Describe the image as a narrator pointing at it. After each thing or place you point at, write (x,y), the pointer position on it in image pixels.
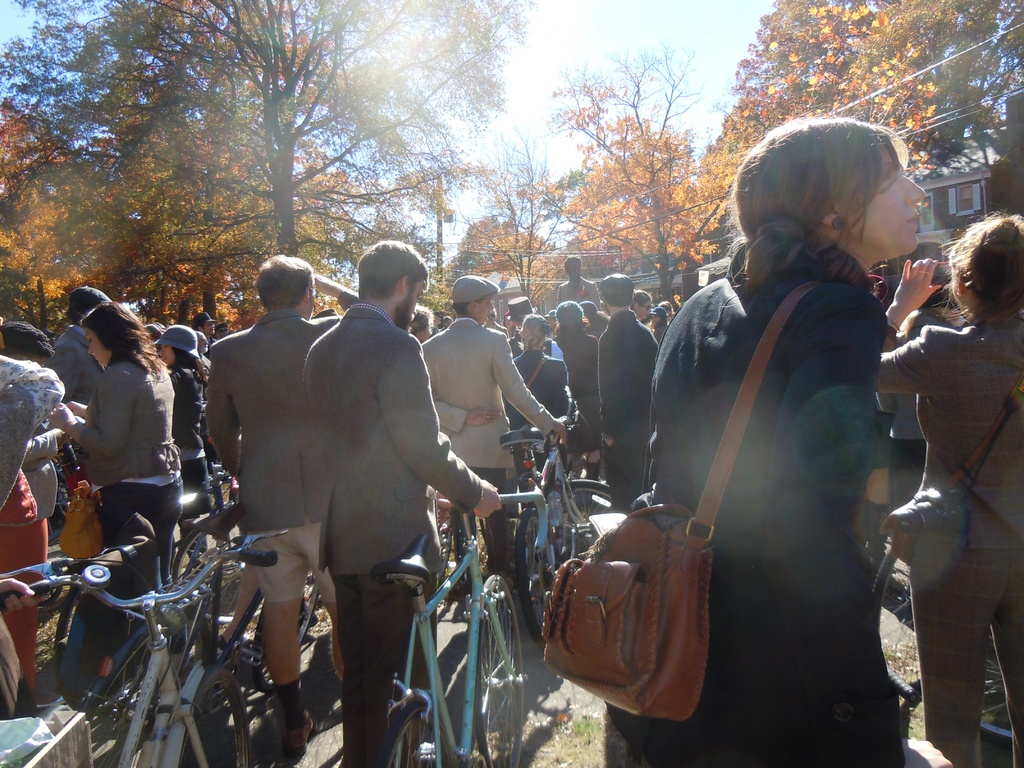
In this image we can see many people (643,356) and few people (755,463) wearing bags (599,615). There are many bicycles (482,668) in the image. There are many trees (494,216) in the image. We can see the sky (647,58) in the image. There are few cables (973,104) in the image.
